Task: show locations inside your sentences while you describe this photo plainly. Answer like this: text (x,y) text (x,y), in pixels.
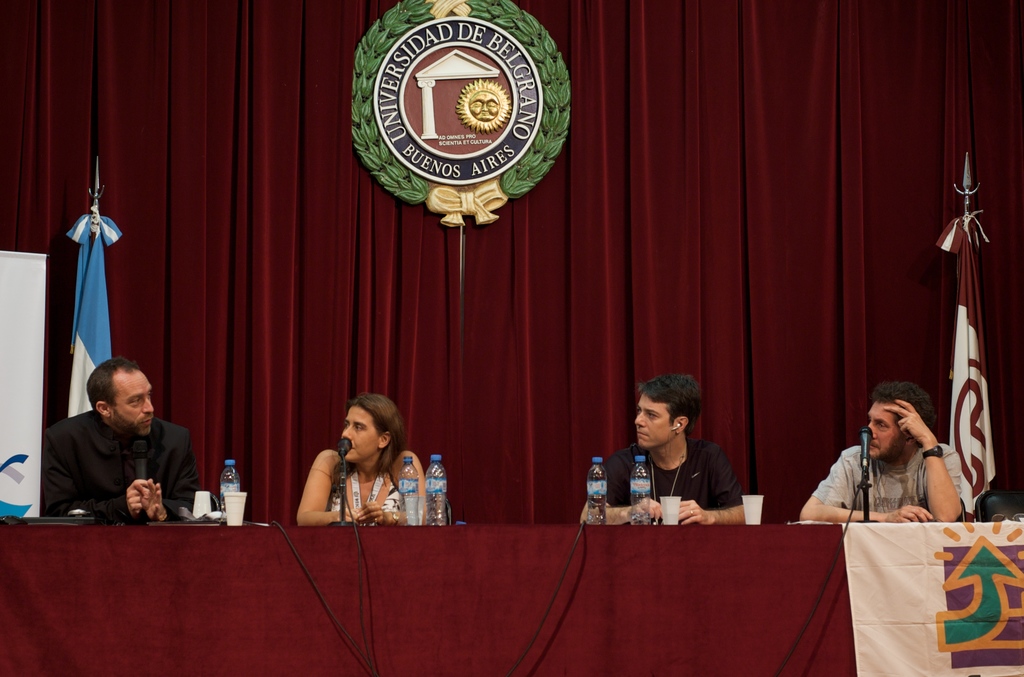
In this image I can see the group of people (86,469) with different color dresses (393,493). In-front of these people (392,510) I can see the bottles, cups (240,516) and few objects (259,522) on the table (520,531). In the background (18,378) I can see banner (13,318), flags (956,310) and the badge (466,192) attached to the maroon color curtains (769,221).
